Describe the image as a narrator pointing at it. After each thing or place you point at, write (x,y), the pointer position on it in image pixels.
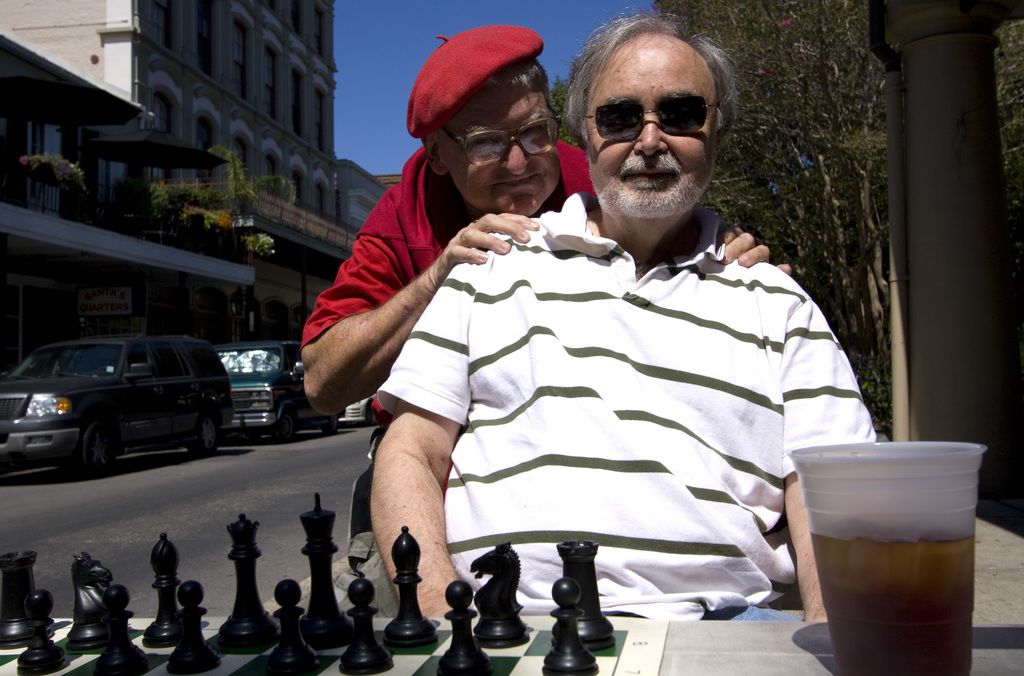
In this picture, we can see two persons (701,123), buildings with windows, fencing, posters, trees (1010,110), plants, some objects (946,464) on the table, and we can see an object (946,514) on the right side (946,653) and we can see the road (39,565).
